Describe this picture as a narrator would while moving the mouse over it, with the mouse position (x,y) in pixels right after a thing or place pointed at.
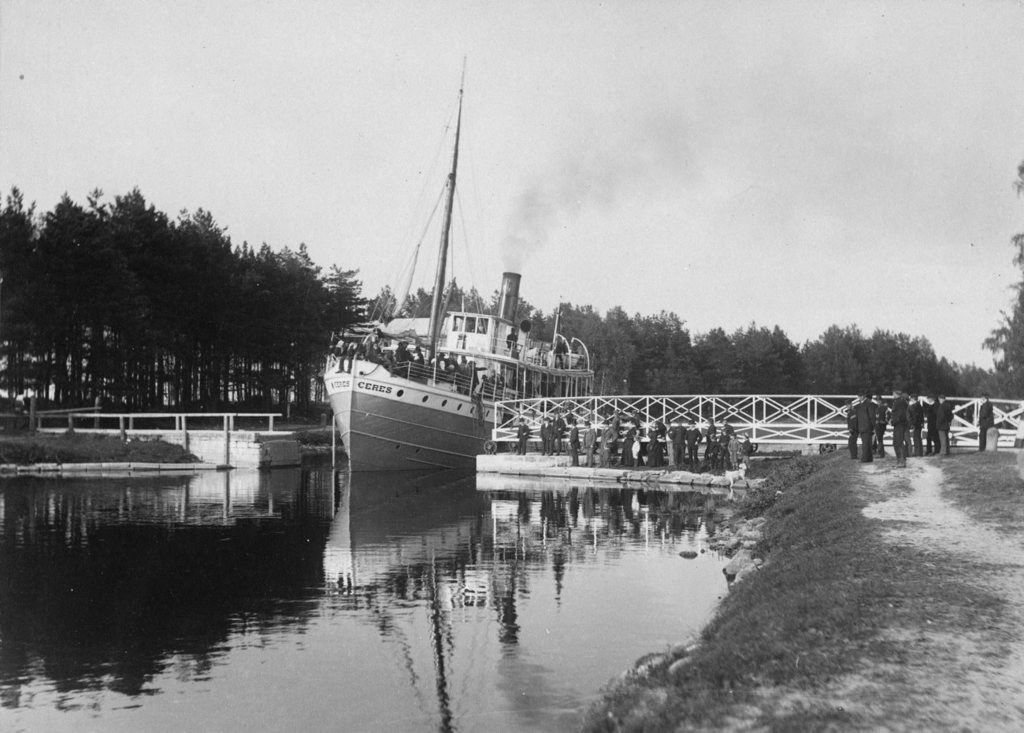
There are persons (898,443) and we can see ship (578,384) on the water (283,606), grass (968,460) and bridge (676,417). On the background (218,322) we can see trees (790,364) and sky (744,208).
